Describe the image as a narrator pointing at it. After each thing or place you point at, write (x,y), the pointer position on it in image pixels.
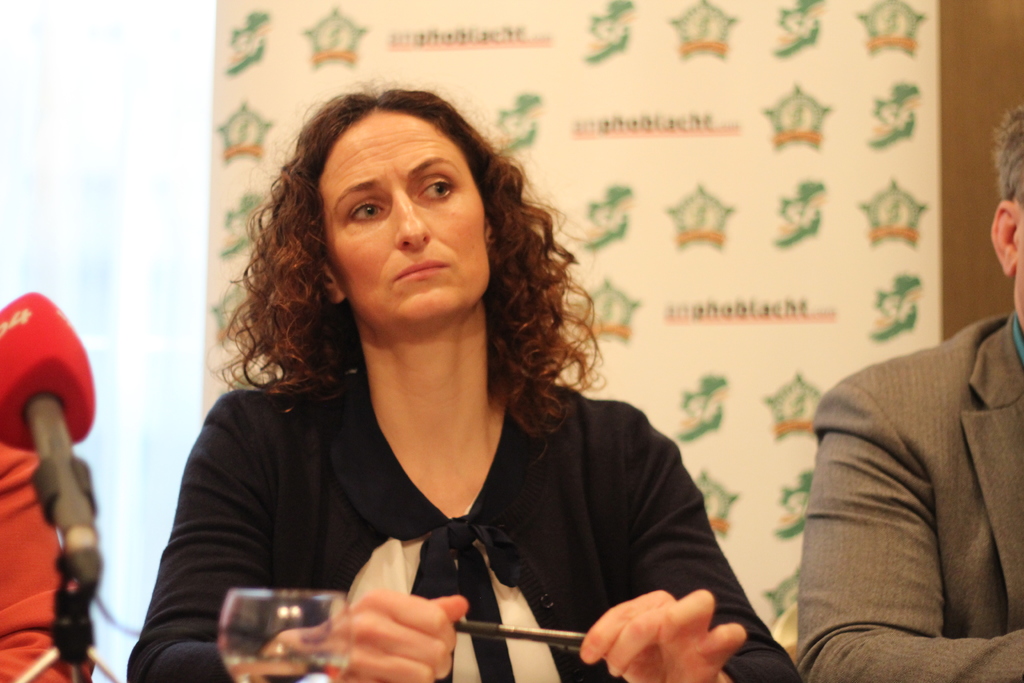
In this picture we can see a women (353,331) wearing black color top (457,574) holding a pen (575,636) in hand (451,641) sitting on the chair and listening to something. Beside we can see a man (937,513) wearing a grey color coat (937,479) sitting beside her. In the background (213,250) we can see a white banner (269,63).
